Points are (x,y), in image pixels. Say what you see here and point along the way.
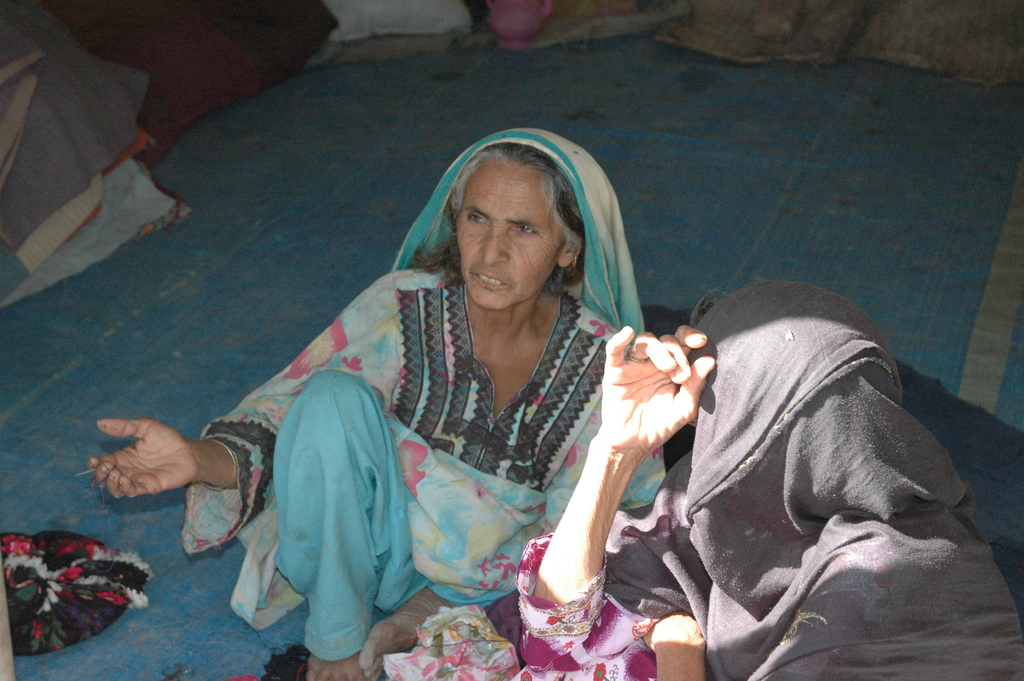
In this image I can see a woman (492,412) and a person (679,460) are sitting. In the background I can see some objects (85,217).
